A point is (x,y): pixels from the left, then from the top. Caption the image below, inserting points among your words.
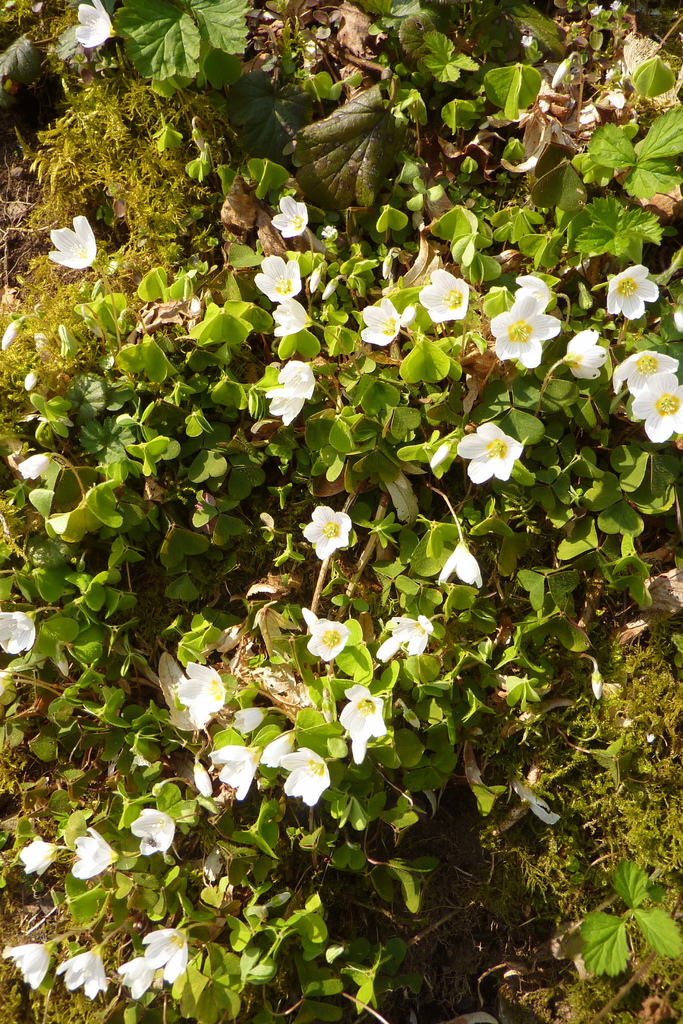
In this picture we can see some white flowers (434,291) on a green plant (554,510).
